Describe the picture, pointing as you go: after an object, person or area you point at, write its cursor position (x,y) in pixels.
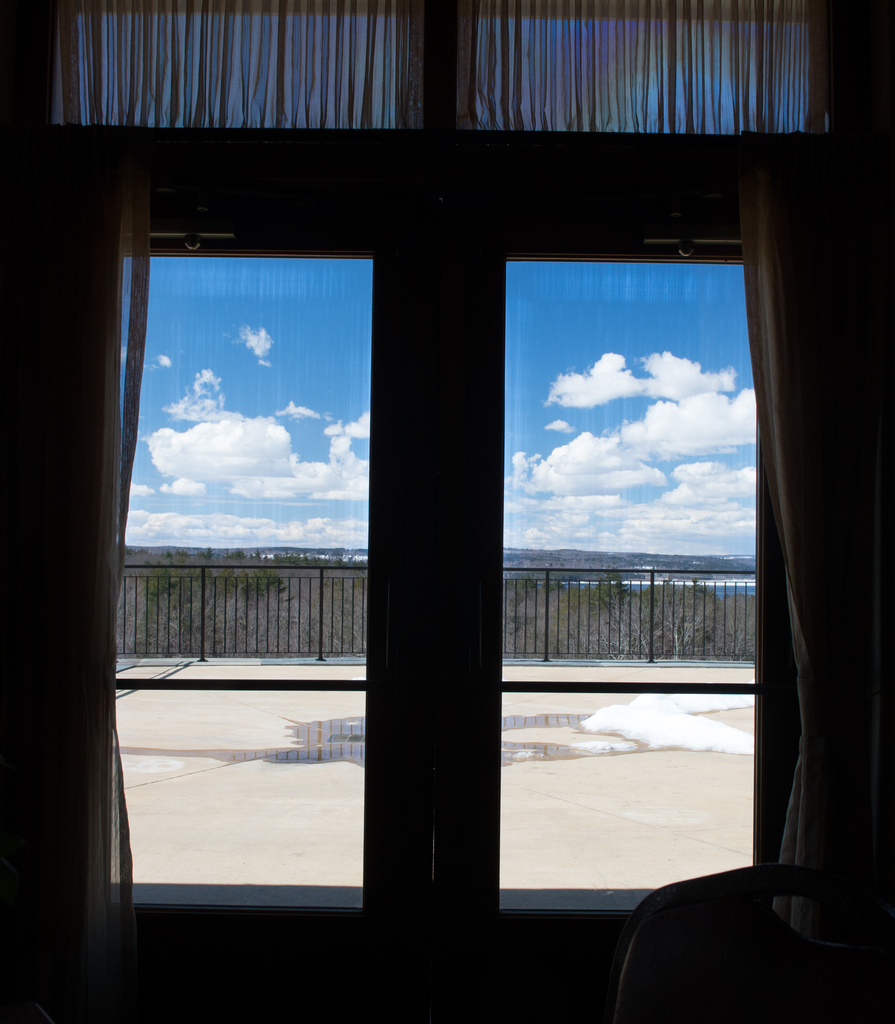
In this image there is a glass window (266,494) with curtains (113,610), on the other side of the glass window (301,645) there is metal railing (546,623), at the top of the image (537,341) there are clouds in the sky (153,436).
